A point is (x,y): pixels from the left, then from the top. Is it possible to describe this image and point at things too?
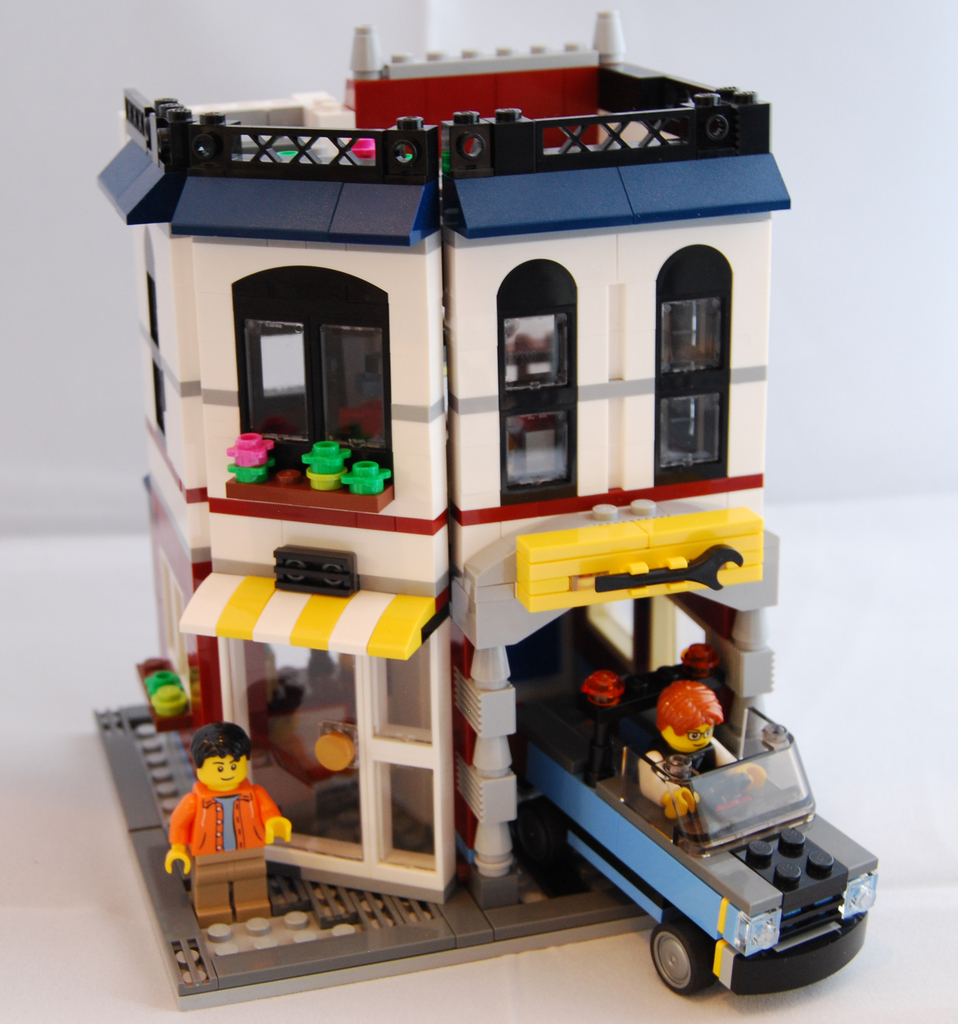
In this image it looks like a lego (387,228).
